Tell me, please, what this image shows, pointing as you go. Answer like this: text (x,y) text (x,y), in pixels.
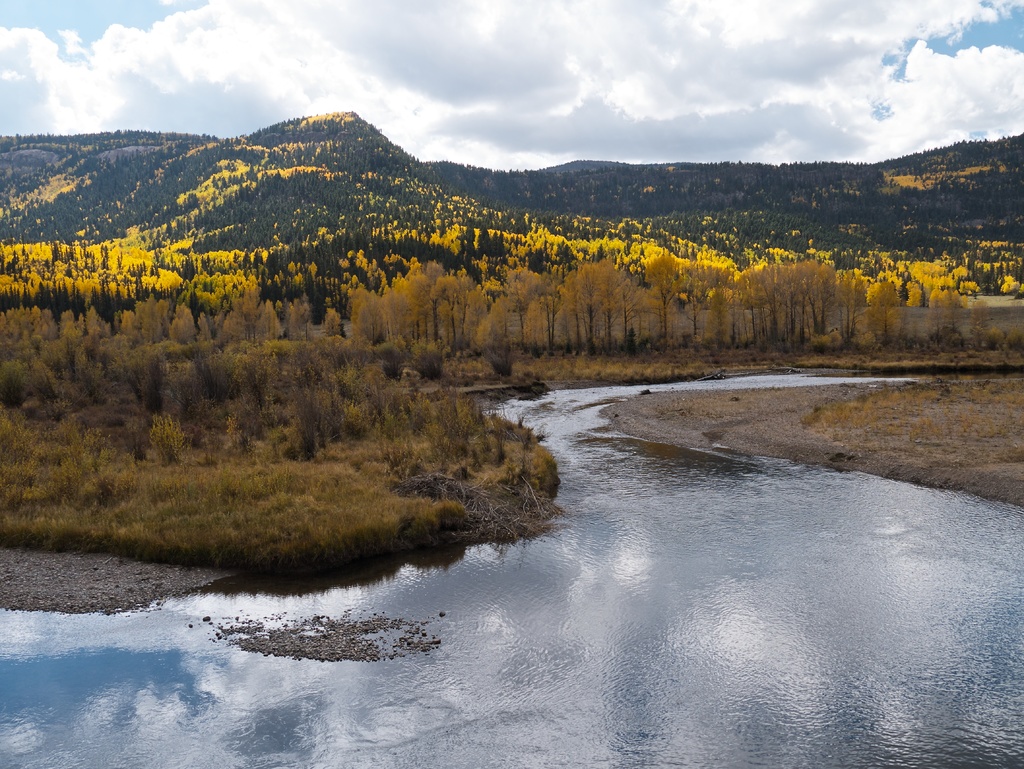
In the picture we can see the water (846,600) on either sides of the water (836,600) we can see dried grass path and on one side we can see plants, trees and hills (306,128) covered with trees (339,220) and plants (228,220) and behind it we can see a sky (444,115) with clouds (587,114).
